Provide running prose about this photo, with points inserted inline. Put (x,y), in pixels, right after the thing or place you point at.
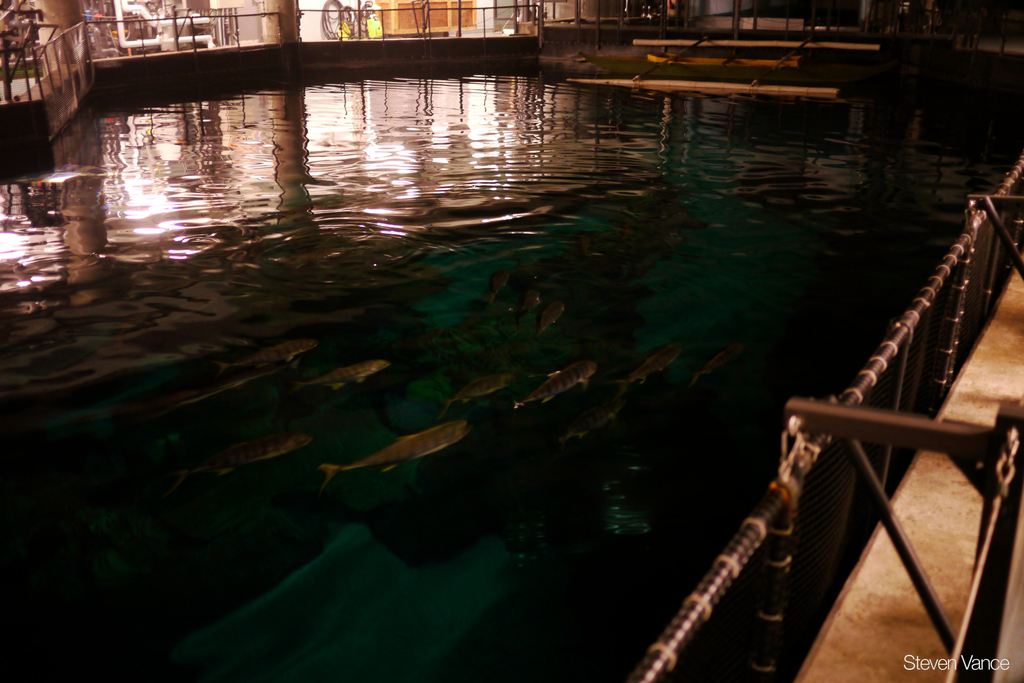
In this picture we can see few metal rods (910,429), fence (65,93) and fishes (433,445) in the water (457,261).
